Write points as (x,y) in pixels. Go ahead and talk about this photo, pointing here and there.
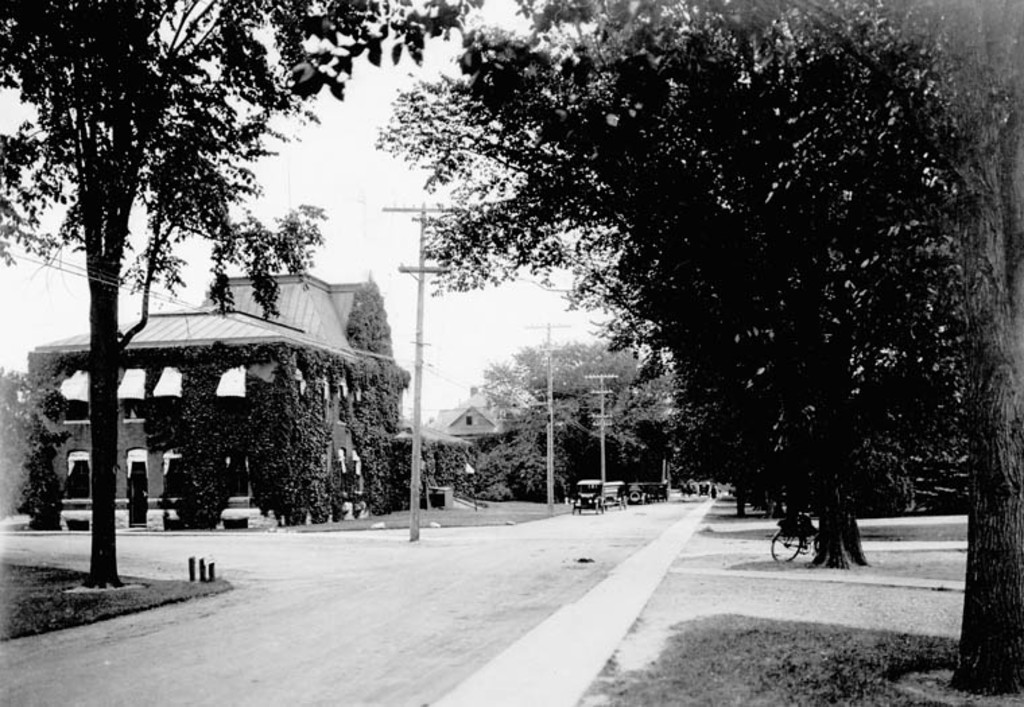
This is a black and white picture. On the right (824,121) there are trees (815,489), grass (822,653) and a bicycle (794,549). In the center of the picture (507,413) there are road (545,543), cars (598,493), poles (551,435), cables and trees (577,406). On the left (192,500) there are buildings (245,421), plants (317,448), grass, tree (97,514) and road (263,555). It is sunny.
